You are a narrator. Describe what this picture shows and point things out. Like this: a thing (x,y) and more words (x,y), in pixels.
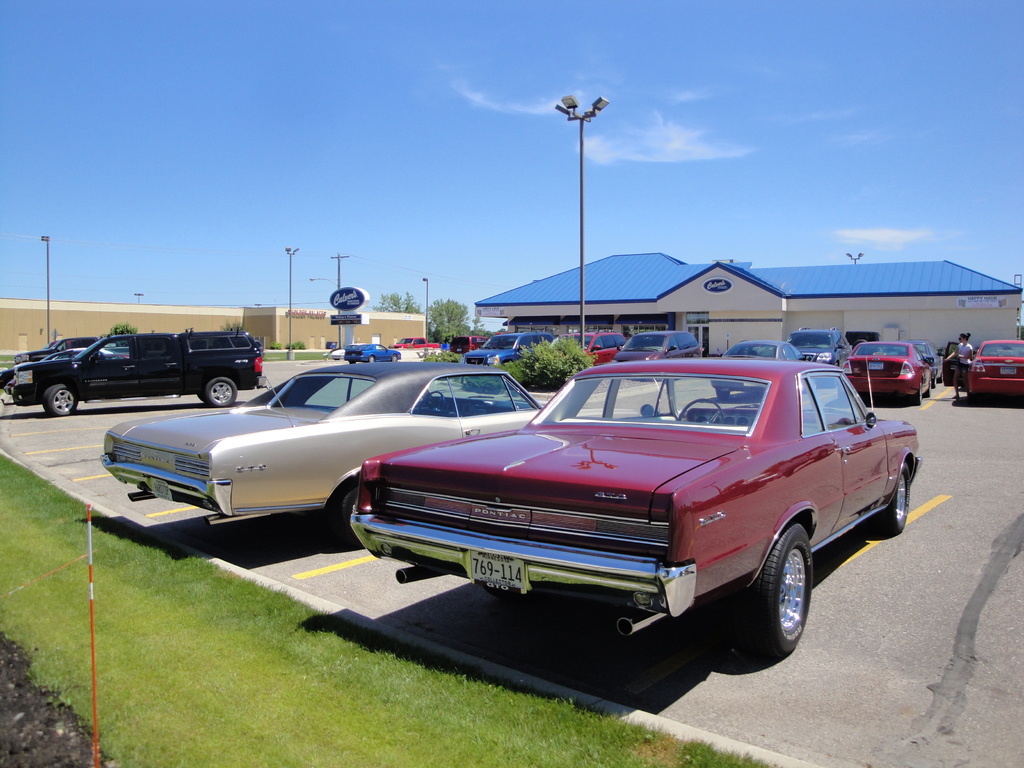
In this picture we have many vehicles (280,500) parked on the road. This place has a curb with grass (19,505) and plants (444,309). We have a street light (596,111) and the sky (486,108) is blue.
